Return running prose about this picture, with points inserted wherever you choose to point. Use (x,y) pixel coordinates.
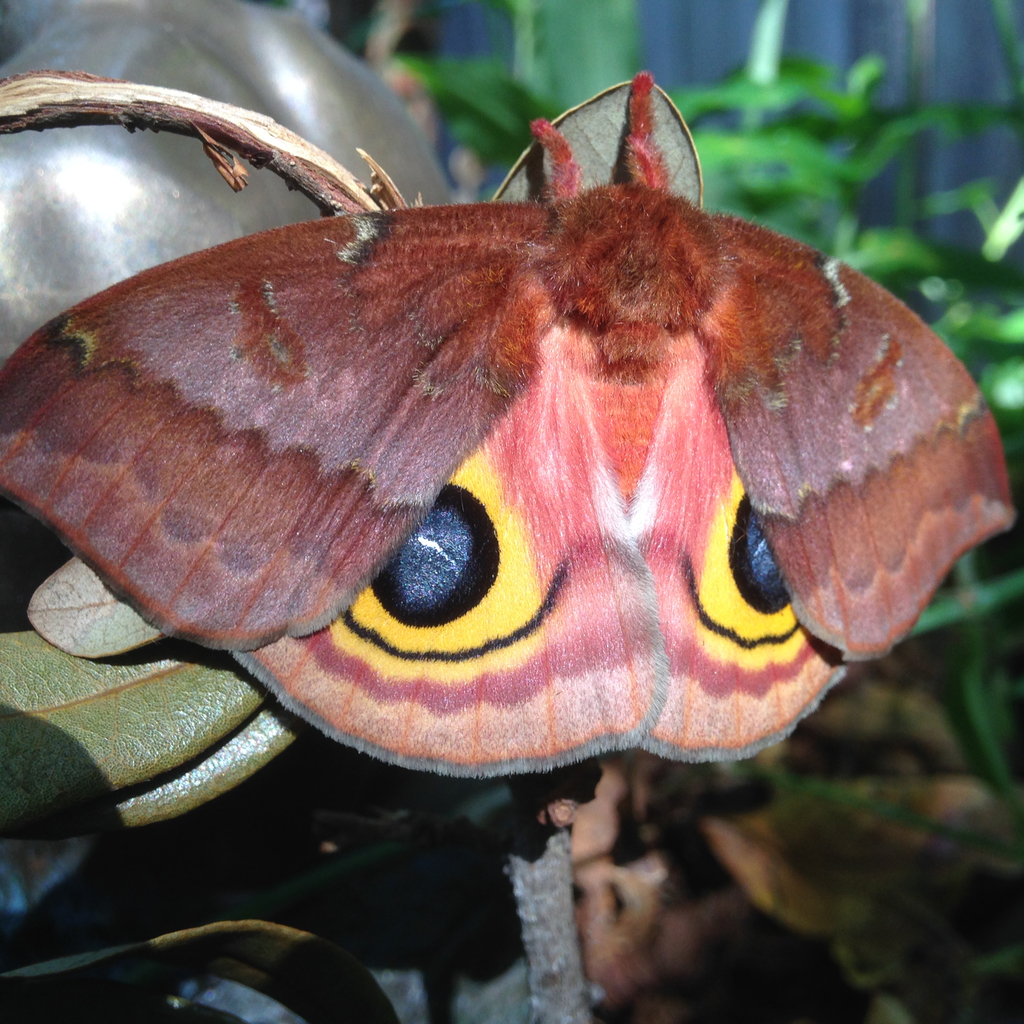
This image consists of a butterfly (477,759) in brown color. On the left (150,709), we can see a plant (137,764). In the background (461,105), there are many plants (983,589).
